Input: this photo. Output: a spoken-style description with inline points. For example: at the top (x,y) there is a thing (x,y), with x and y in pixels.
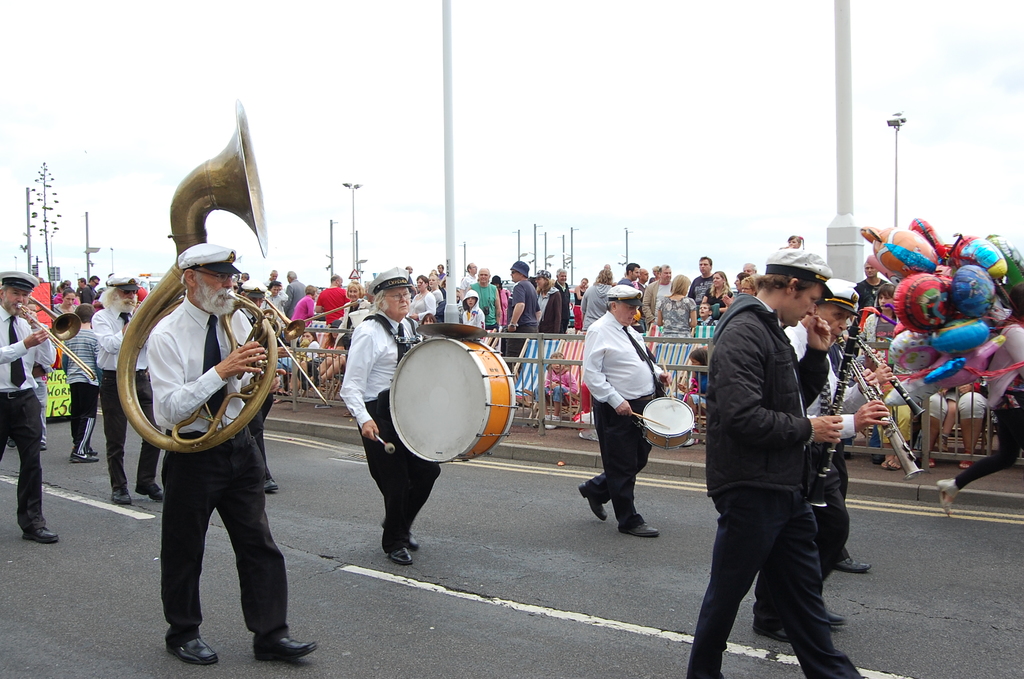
In the center of the image (382,450) we can see people (428,481) playing musical instruments (127,383) on the road (676,638). On the right (986,467) there is a person (997,405) carrying balloons (989,340). In the background (894,109) there are people (486,285), poles (851,217), lights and sky (687,113). There is a fence (855,449).
